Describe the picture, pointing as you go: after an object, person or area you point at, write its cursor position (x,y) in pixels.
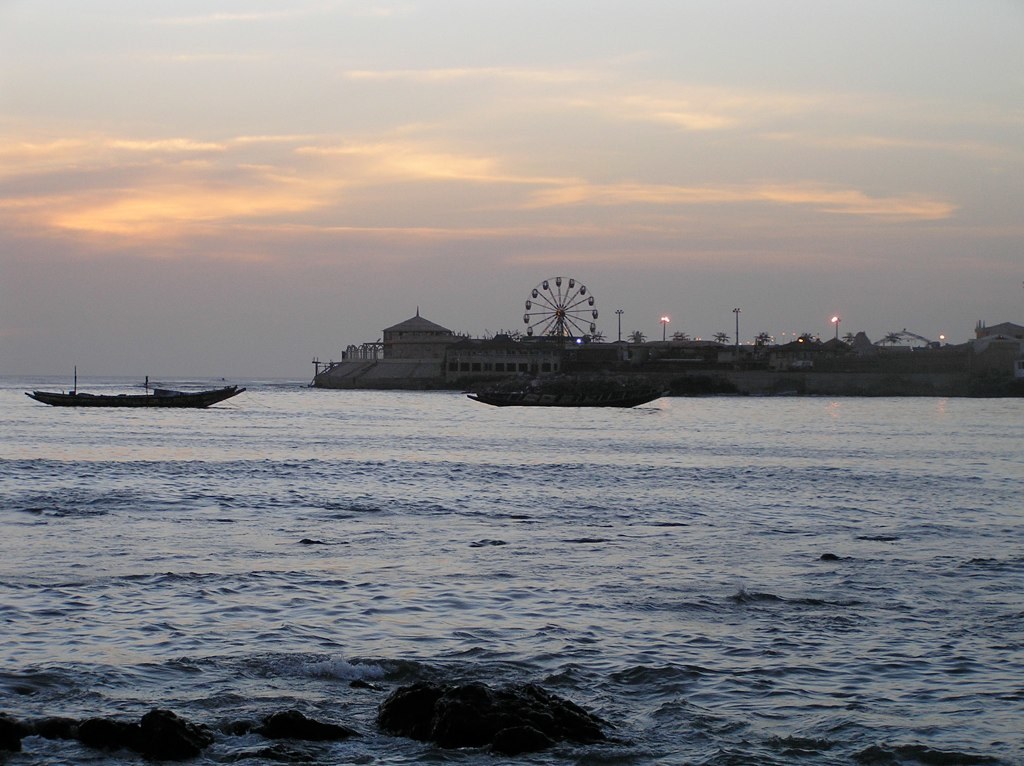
This picture shows couple of boats (74,375) in the water (492,524) and we see building (561,366) and few trees (642,339) and few pole lights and we see a giant wheel (530,332) and a cloudy sky (508,237) and few rocks (270,725) in the water (215,722).
